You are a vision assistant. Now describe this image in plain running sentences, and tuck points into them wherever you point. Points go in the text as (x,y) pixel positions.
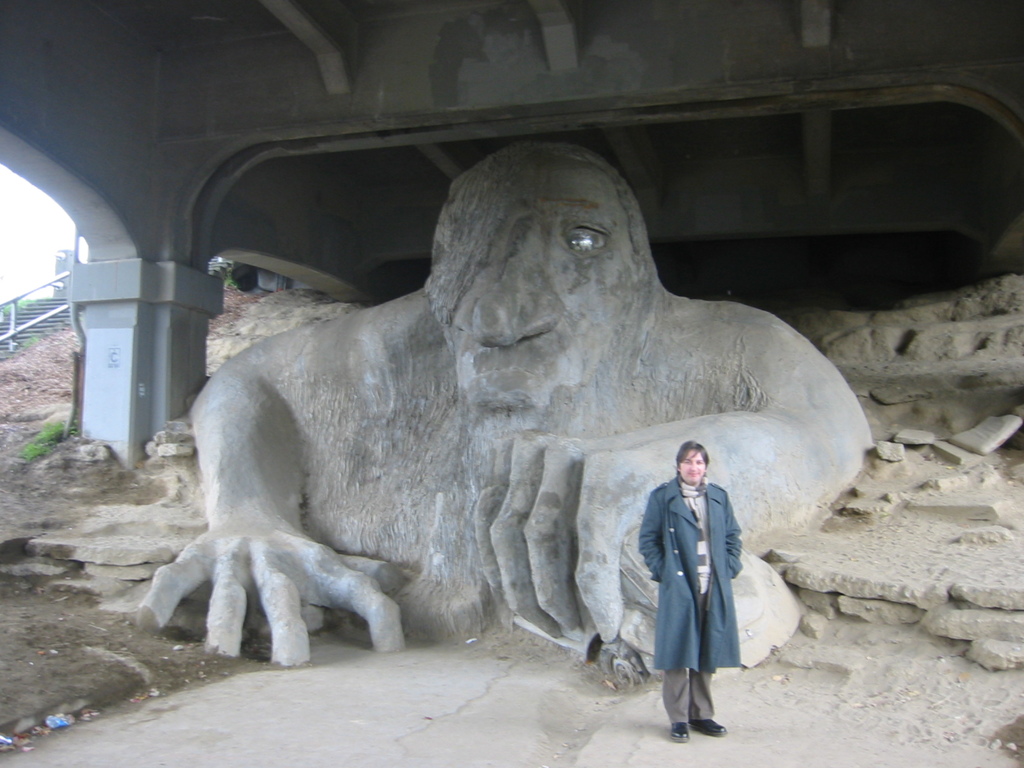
In the foreground of the picture (706,623) there is a person (704,605) standing. In the center (530,493) there is a sculpture (439,380). In the background (20,321), to the left (24,305) there is staircase (19,318). At the top (215,45) it is bridge (613,98).
